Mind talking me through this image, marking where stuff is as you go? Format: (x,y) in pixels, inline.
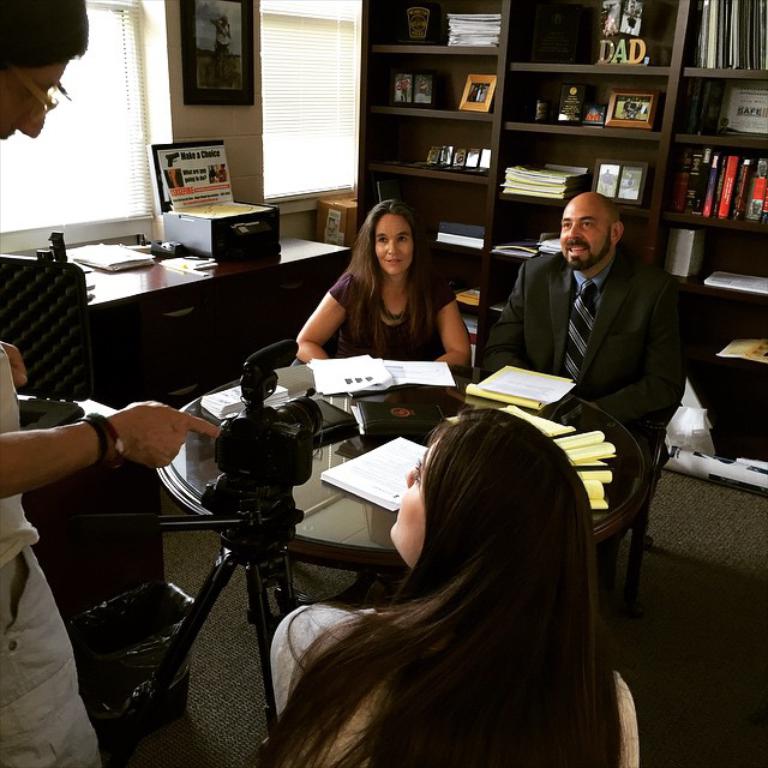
In this image i can see there are group of people (451,518), among them three people (473,446) are sitting on a chair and a man (48,614) is talking to a woman (503,615). We also have a table (331,504) with a few objects (367,418) on it. Behind these people (565,223) we have a shelf (525,75) in which there are some objects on it and I can also see a camera (258,475) on a tripod (241,489).
